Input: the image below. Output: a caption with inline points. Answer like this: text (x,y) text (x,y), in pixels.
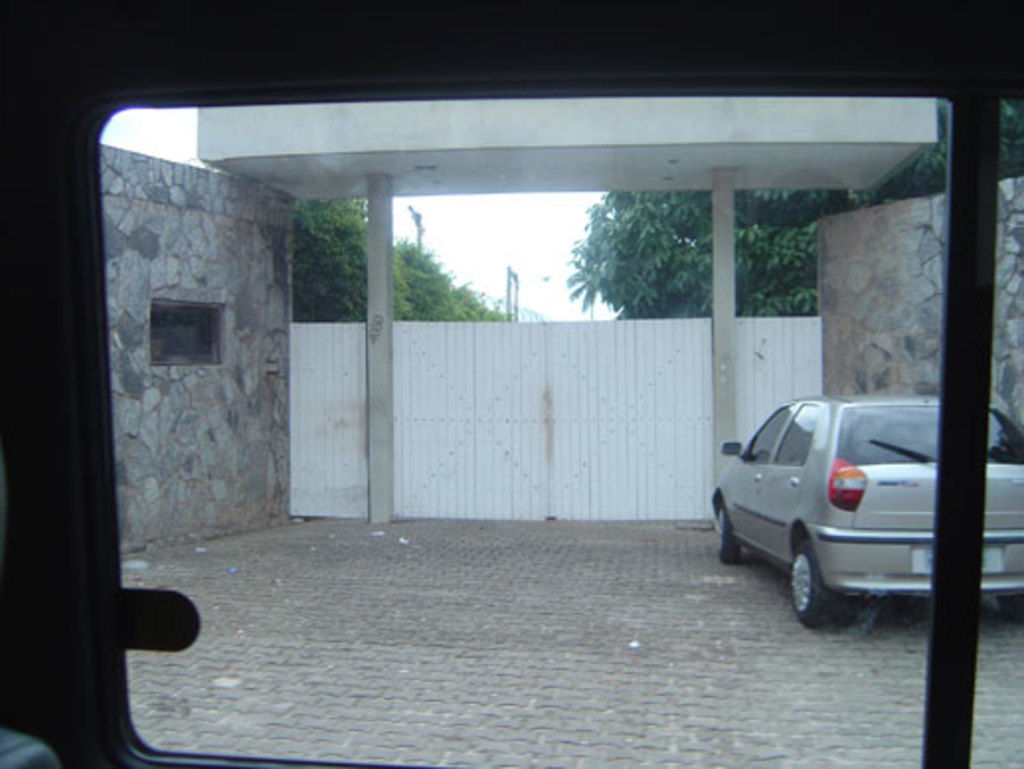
In this image we can see a motor vehicle (799,535) on the floor (420,605), gate (511,410), trees (433,285), walls (277,256) and sky (183,147).
